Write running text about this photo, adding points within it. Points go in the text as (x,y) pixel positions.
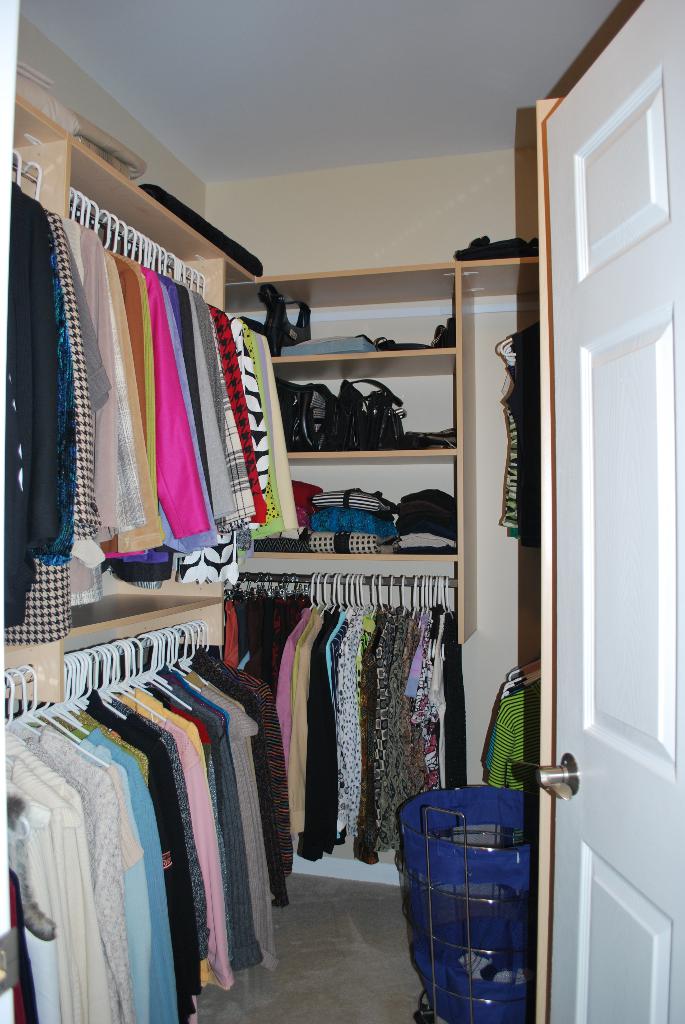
In this picture we can see a door (619,442) and the ground (340,955), here we can see clothes (407,642), shelves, bags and some objects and in the background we can see a wall (477,652), roof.
